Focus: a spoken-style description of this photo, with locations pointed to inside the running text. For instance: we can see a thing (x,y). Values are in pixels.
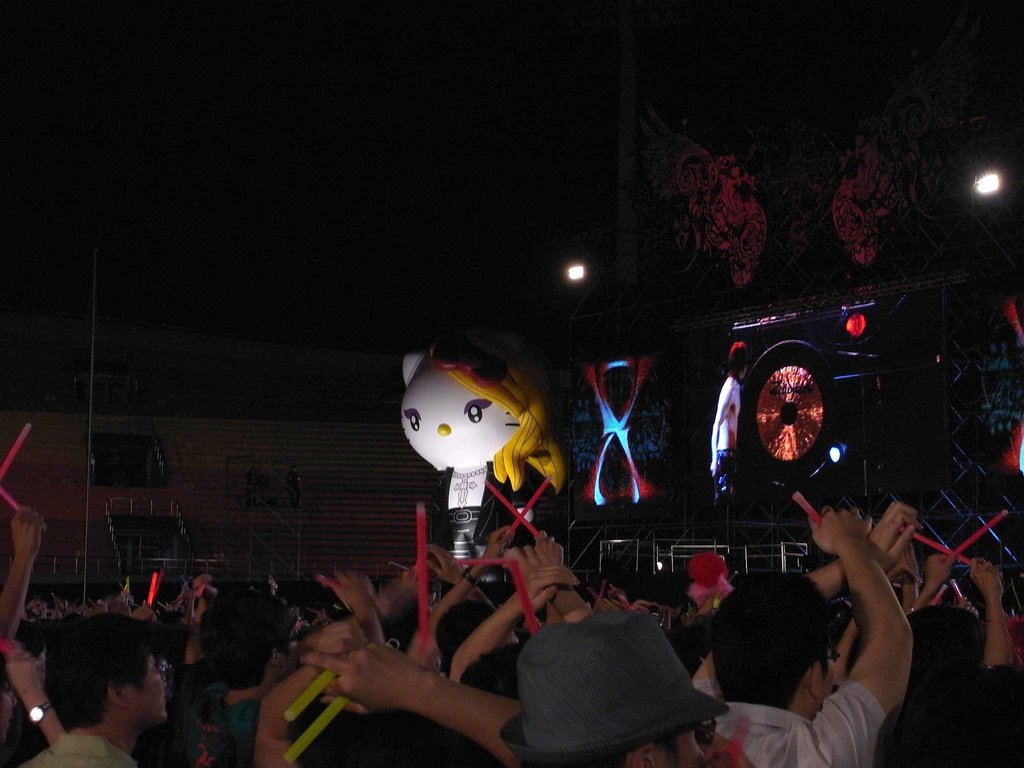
In this picture I can see a stadium (396,503), there are group of people (791,601) holding some objects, there is a mascot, there is a screen (822,378), there are lights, and there is dark background (399,213).
